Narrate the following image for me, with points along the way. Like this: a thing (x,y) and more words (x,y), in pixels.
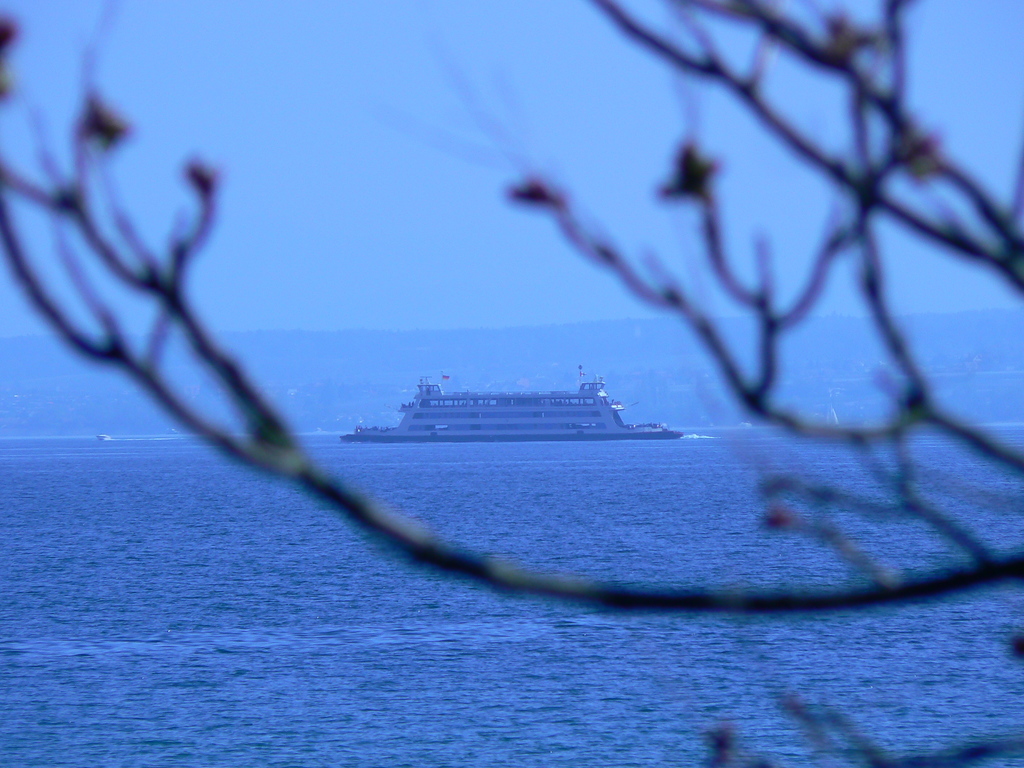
In this picture there is a huge ship (358,435) in the center of the image (466,420), on the water (492,449) and there is trees (1004,260) in the image.
